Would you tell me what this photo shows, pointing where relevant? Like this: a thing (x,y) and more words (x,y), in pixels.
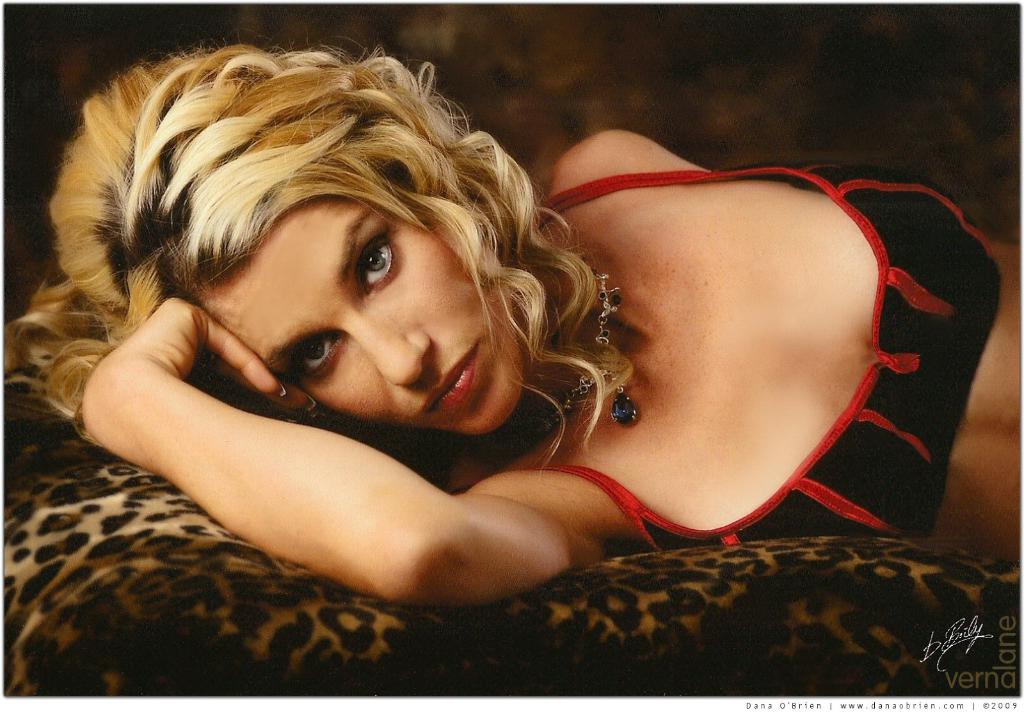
In this picture we can see women (916,299) slept on a sofa material (429,609) and she wore chain (582,394) some jewelry (570,392) and looking at something.
